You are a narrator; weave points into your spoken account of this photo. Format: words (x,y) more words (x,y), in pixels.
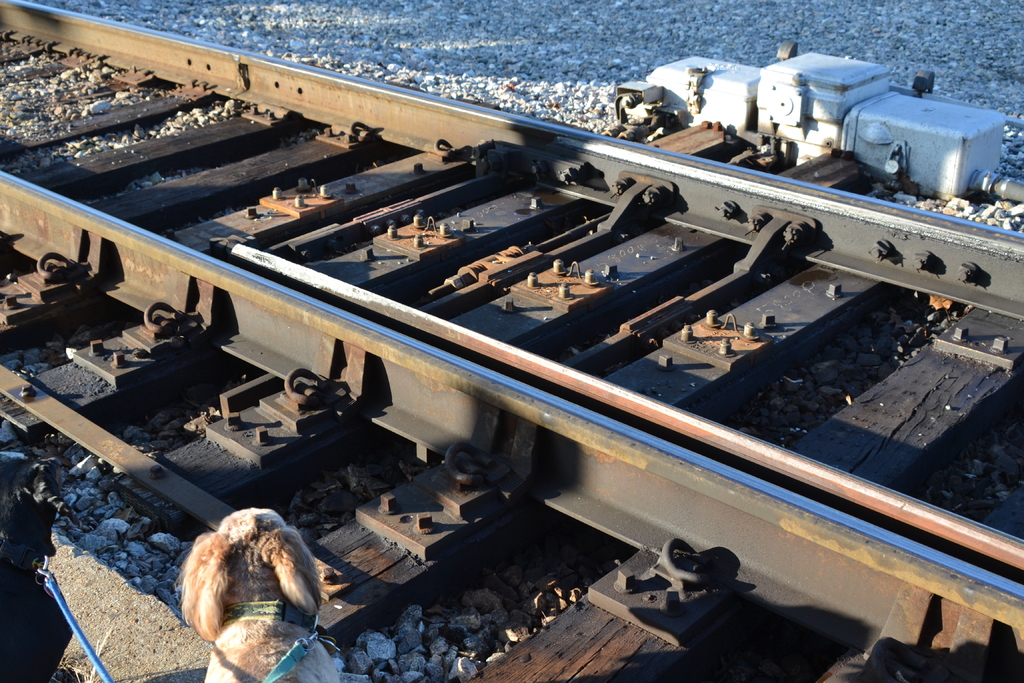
In this image I can see the track (263,251). To the side of the track (277,247) I can see the dogs (58,615) which are in black and brown color. In the background (623,44) I can see many stones (526,80).
